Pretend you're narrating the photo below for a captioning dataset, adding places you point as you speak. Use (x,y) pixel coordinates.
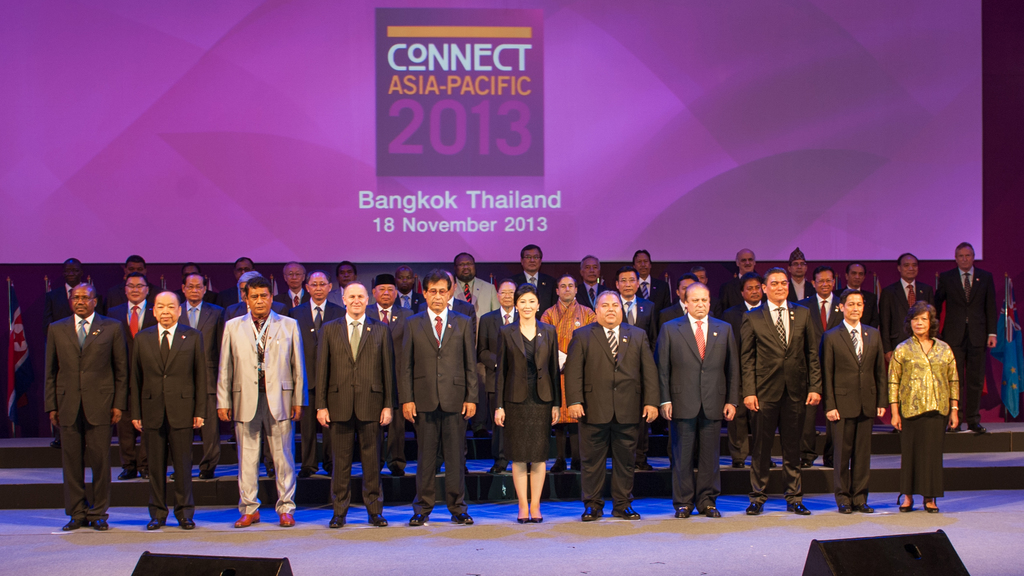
In this image we can see some persons (540,401) standing. At the bottom of the image (86,563) there is the floor (734,541) and these looks like lights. In the background of the image (541,205) there is the screen (541,180) with some text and numbers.
